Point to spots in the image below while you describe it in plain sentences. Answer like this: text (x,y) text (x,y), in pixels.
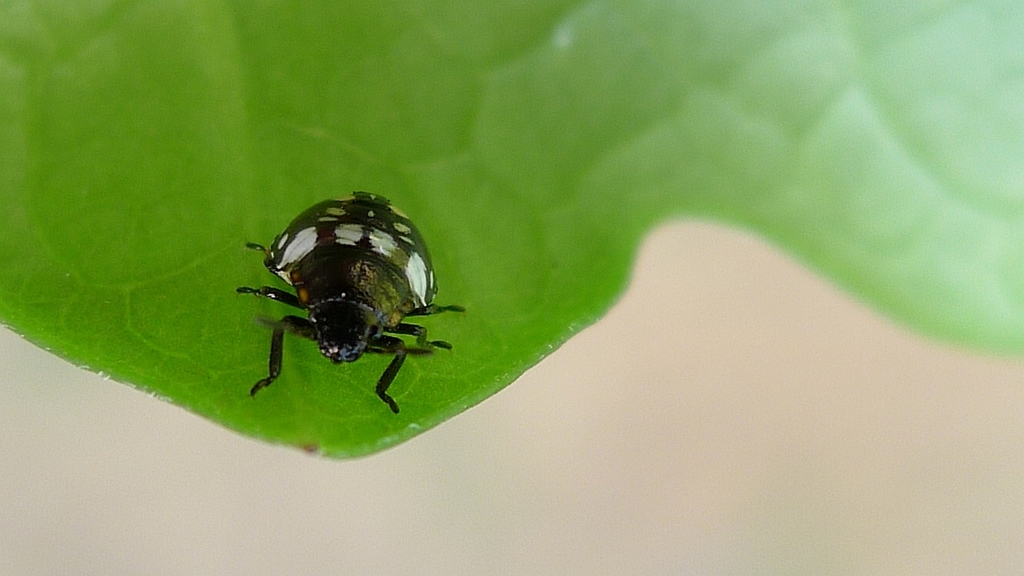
In the picture we can see some insect (327,321) which is black in color is on the leaf (366,179) which is green in color.
